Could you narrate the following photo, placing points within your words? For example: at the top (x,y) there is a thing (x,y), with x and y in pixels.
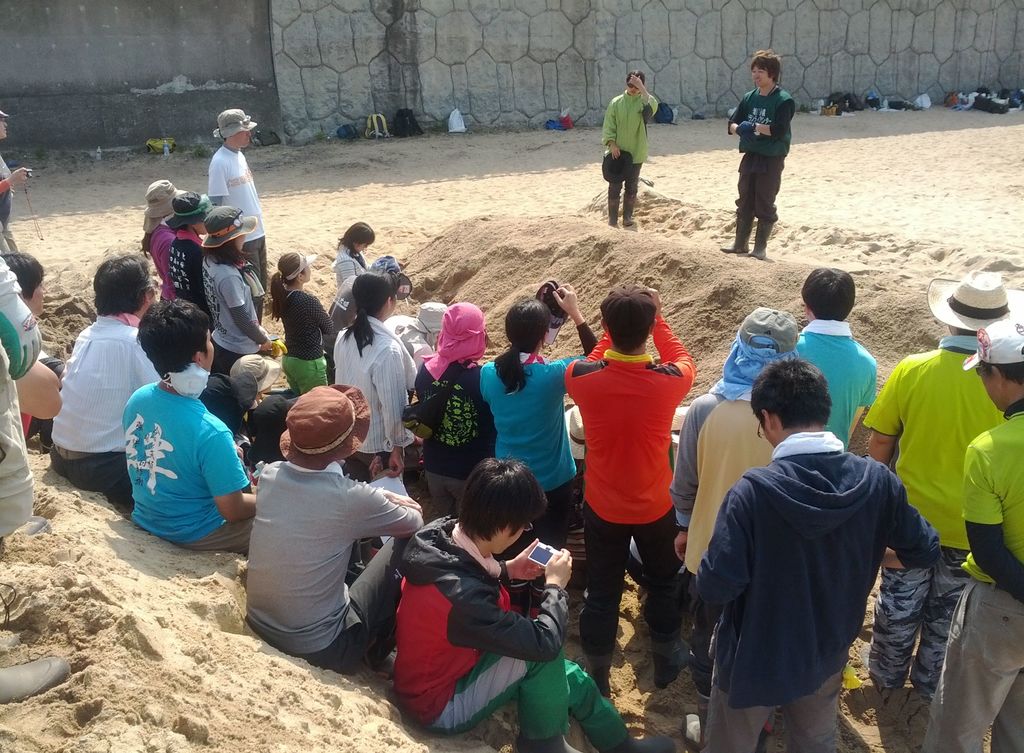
In this image in front (456,469) there are people (512,378). There is sand (213,696). In the background of the image (408,57) there is a wall (480,47). In front of the wall (504,122) there are bags (836,109) and a few other objects (956,96).
